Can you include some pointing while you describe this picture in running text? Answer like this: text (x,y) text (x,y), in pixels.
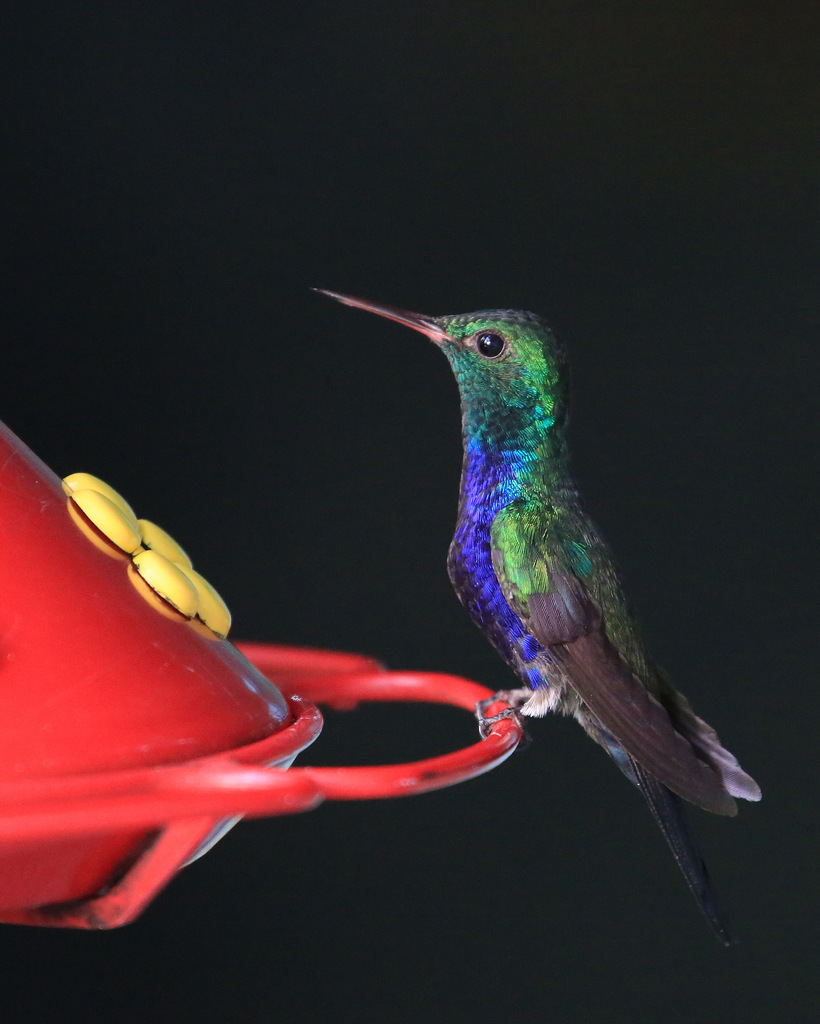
A bird (474,495) is sitting on an object (274,769), this is black color background (597,865).
